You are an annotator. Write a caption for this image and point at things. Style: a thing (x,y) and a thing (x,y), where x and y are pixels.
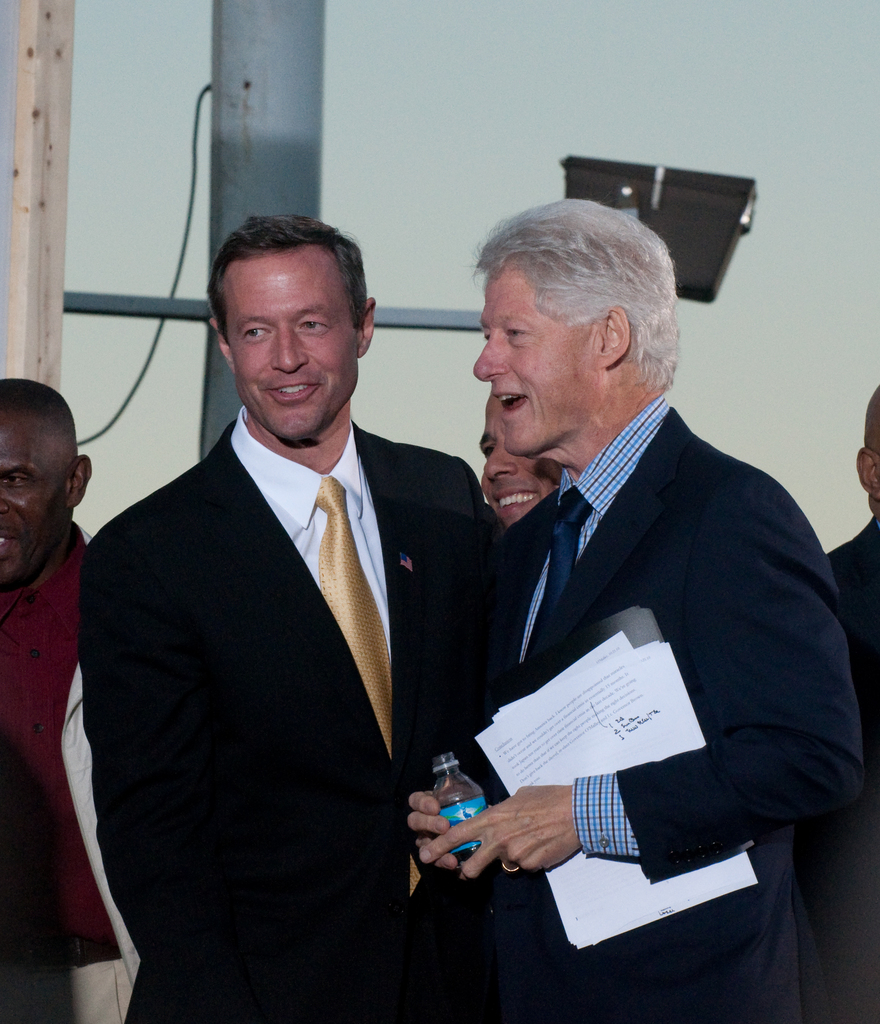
In this image I can see the group of people (175,603) with different color dresses (316,575). I can see one person (458,830) is holding the bottle (440,810) and paper (597,747). In the background (245,209) I can see the pole (259,191) and the wall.
